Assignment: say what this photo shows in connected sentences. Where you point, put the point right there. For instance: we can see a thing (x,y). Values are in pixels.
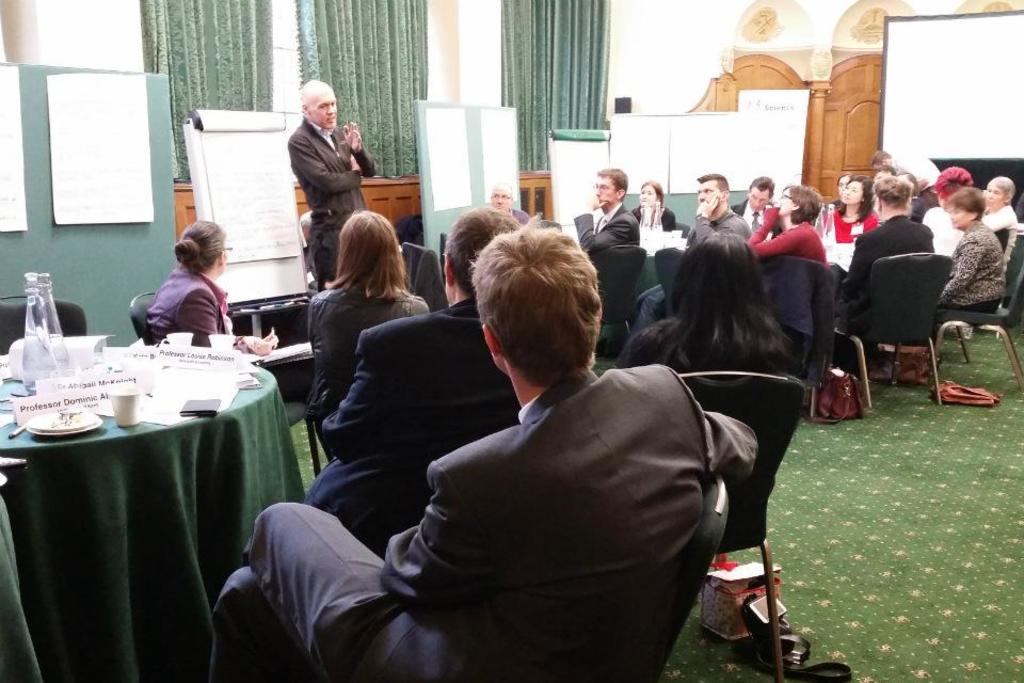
This is a picture taken in a room (310,330), there are a group of people (746,245) sitting on a chair (672,272) in front of these people (422,465) there is a table (156,474) covered with a cloth (115,470) on the table (99,440) there are plates (70,430), spoons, name board (85,392), cup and a jar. Behind these people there is a board (100,250) and a wall (83,44).
